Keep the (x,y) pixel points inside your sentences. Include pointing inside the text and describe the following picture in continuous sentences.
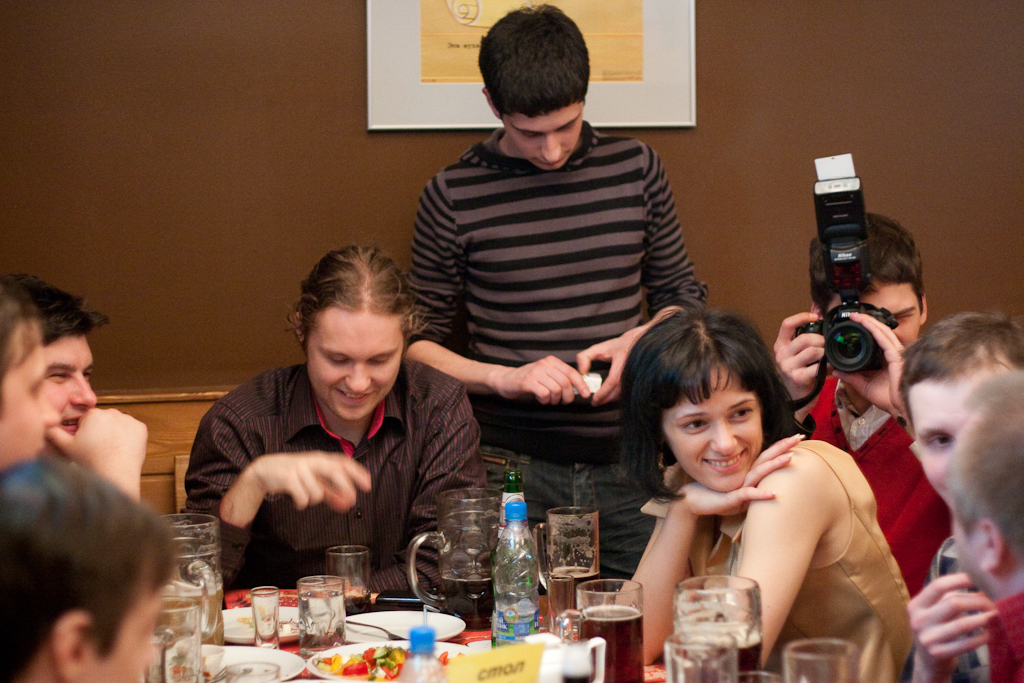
In this given picture there are some group of people (302,454) sitting around a table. On the table (347,617) there is some food items (352,655) glasses (341,599), jars (449,570) and water bottles (522,518) here. There are women (746,507) and men (615,559) in this group (725,537). One guy (528,369) standing, beside the standing guy (593,250), there is a guy (865,378) taking the photographs with a camera (844,357). In the background (207,129) there is a wall (254,127) here.
